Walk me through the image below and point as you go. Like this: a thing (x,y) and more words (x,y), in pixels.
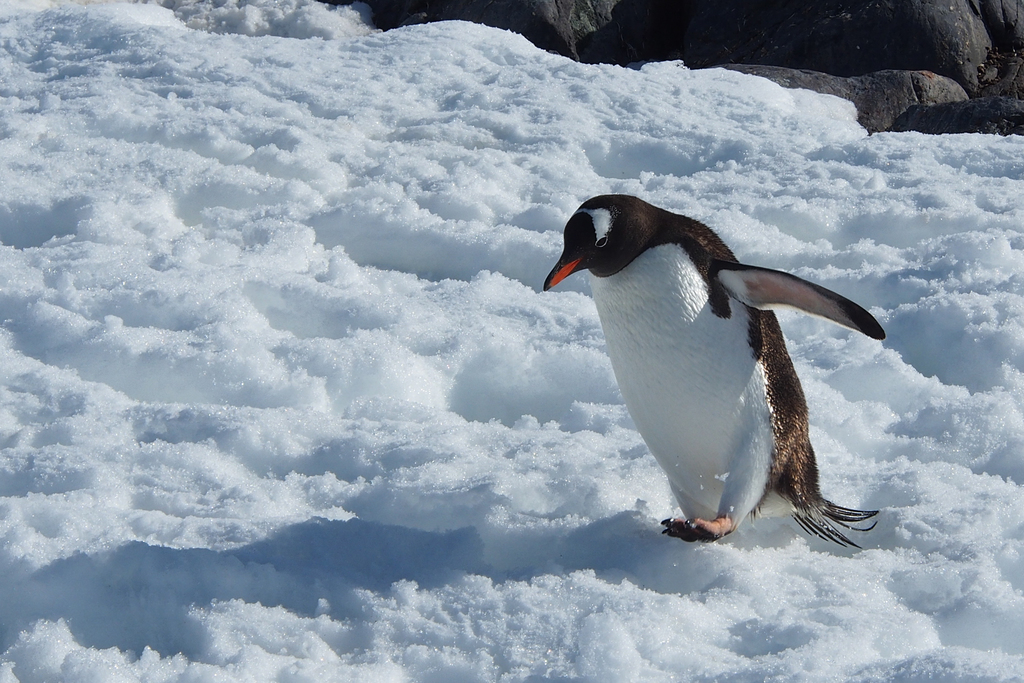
In this picture I can see the snow (310,274) and I see a penguin (715,280) in front (605,223). In the background (880,16) I see the black color things (888,56).
